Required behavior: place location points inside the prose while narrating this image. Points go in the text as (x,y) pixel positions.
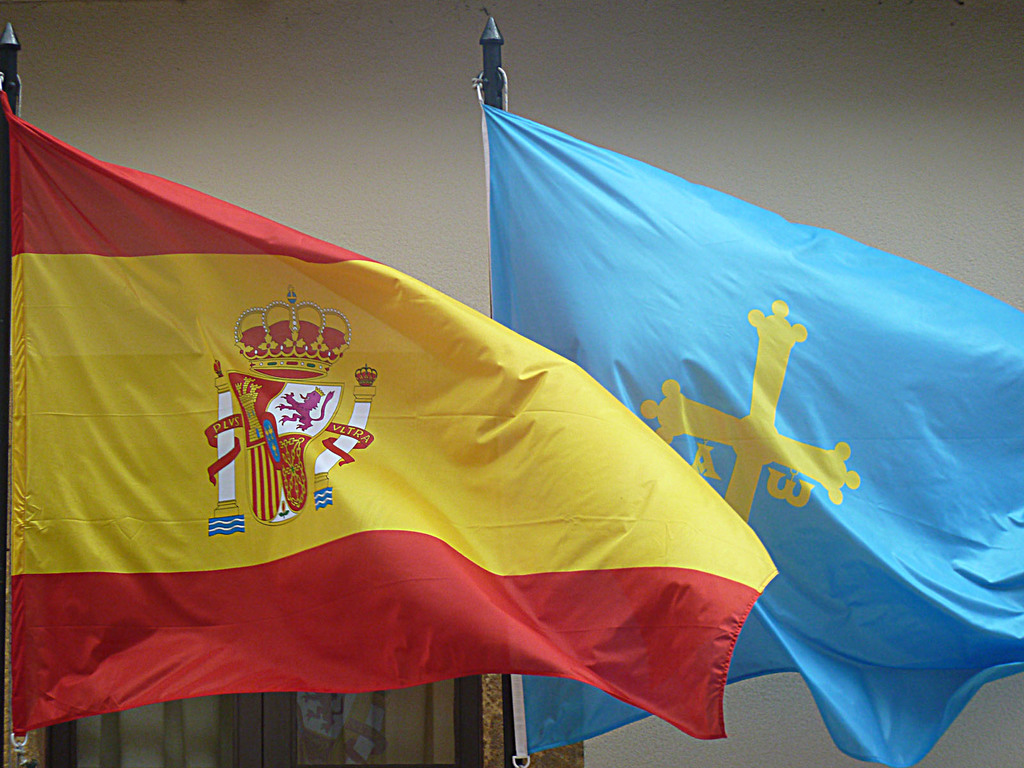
In the image there are two flags (427,530) in front of a wall (400,123).
